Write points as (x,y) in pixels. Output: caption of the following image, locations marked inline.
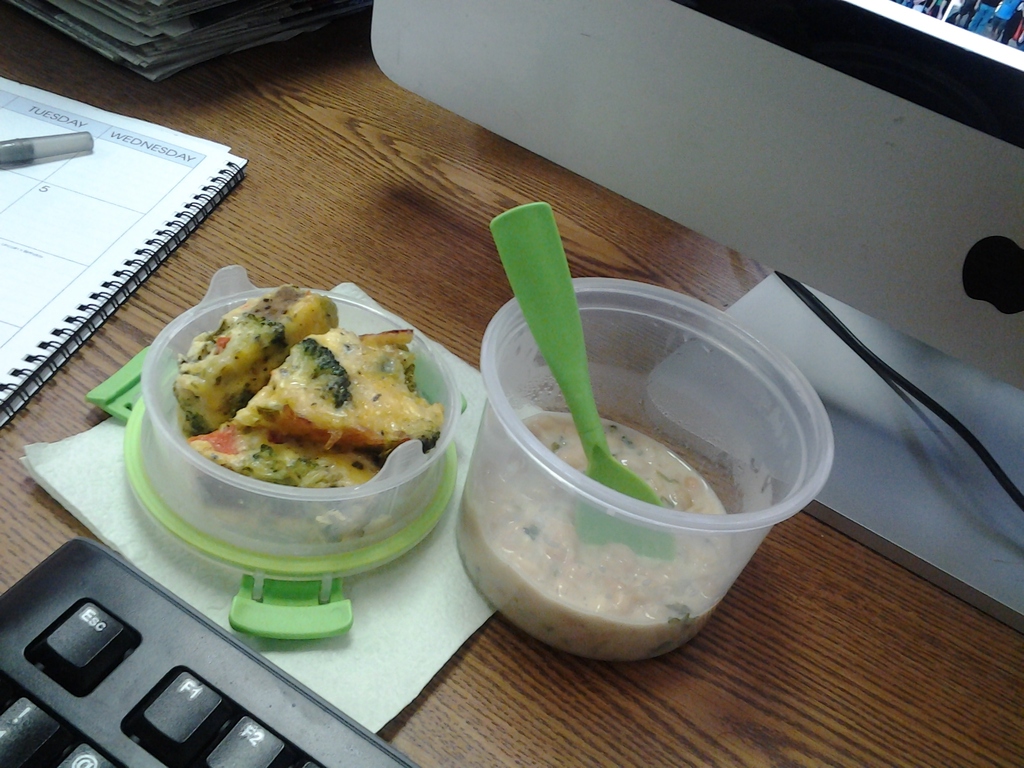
In this picture, there is a table (469,670). At the bottom left (225,691), there is a keyboard (179,644). Beside it, there are two bowls (662,535) of food (269,359). In one of the bowls (602,504), there is a spoon (608,485). On the top right (840,205), there is a monitor (820,333). Towards the left (114,302), there is a book (179,157) and a pen (53,140).
